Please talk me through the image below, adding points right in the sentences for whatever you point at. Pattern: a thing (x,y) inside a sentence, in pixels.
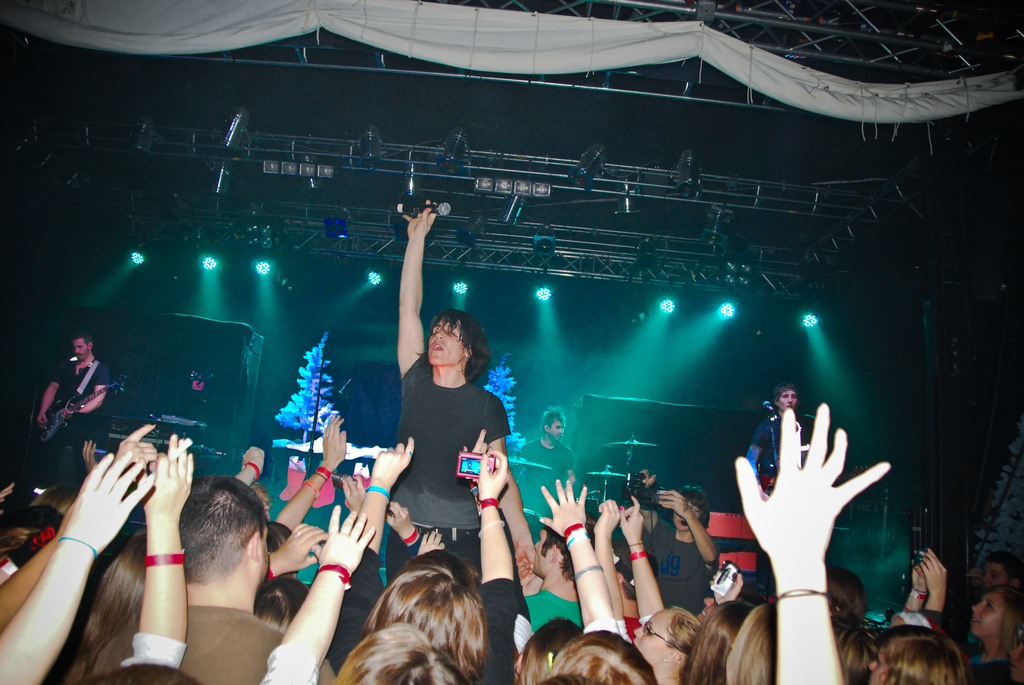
In the picture we can see inside the pub (211,300) with some people (441,590) enjoying the music and raising their hands (149,485) and in the background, we can see a man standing and raising his hand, in his hand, we can see a microphone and behind him we can see some people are playing guitars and drums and to the ceiling (47,95) we can see some lights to the iron rods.
